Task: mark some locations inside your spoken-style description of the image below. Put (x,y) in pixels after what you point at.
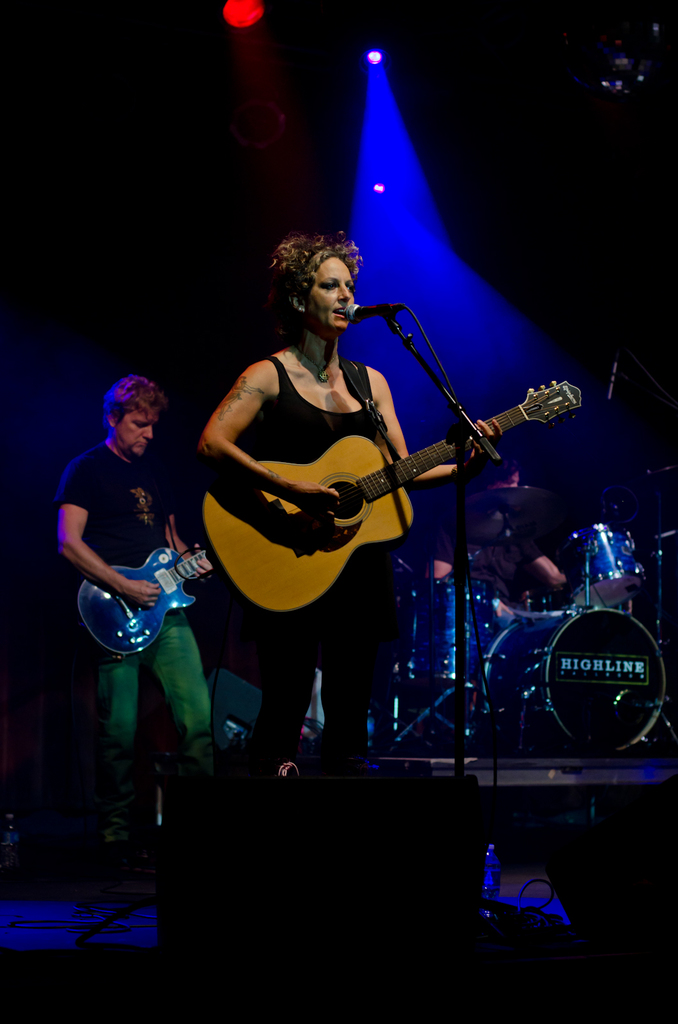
There is a woman (387,416) standing at the center (399,427) and she is holding a guitar (266,575) in her hand (474,448). She is singing on a microphone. In the background (110,405) there is a man (207,735) standing on the left side (151,603) and he is also holding a guitar (124,648) in his hands (202,570). There is a drum arrangement (628,600) on the right side (597,624).
